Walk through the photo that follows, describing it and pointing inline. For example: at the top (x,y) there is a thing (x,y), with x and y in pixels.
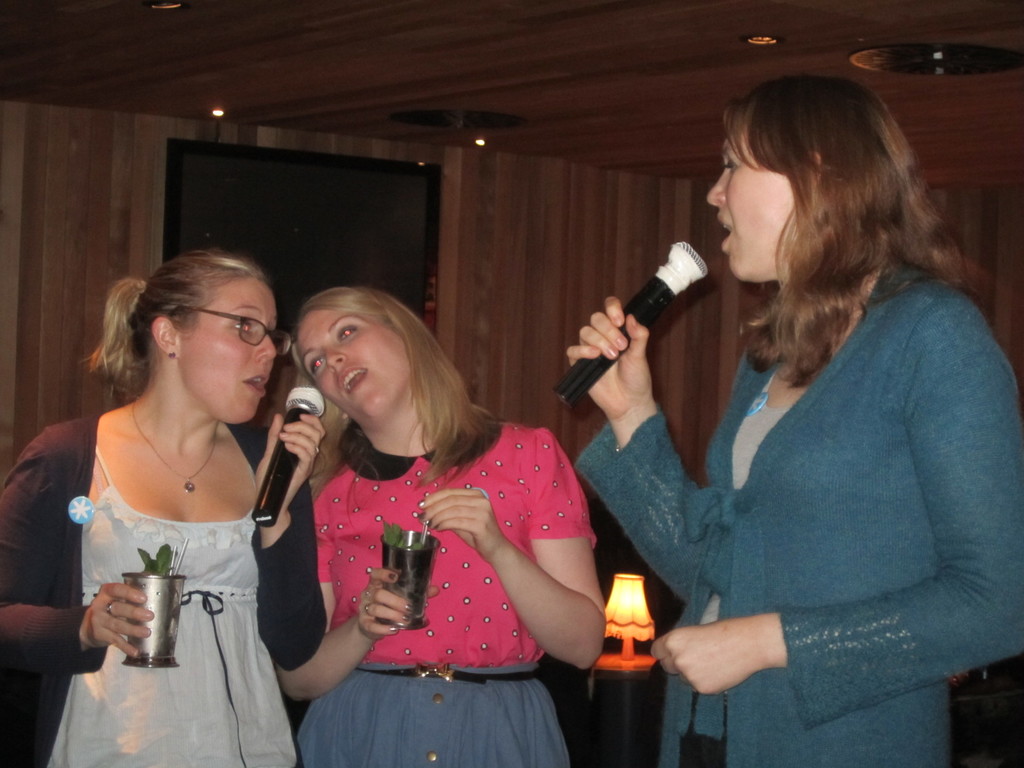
There are three women (309,525) standing and singing a song. Two of them are holding metal tumbler (182,583) on their hands (378,575). At background (609,665) I can see a lamp (637,579) placed on the table (622,696). This looks like a screen (298,230).
